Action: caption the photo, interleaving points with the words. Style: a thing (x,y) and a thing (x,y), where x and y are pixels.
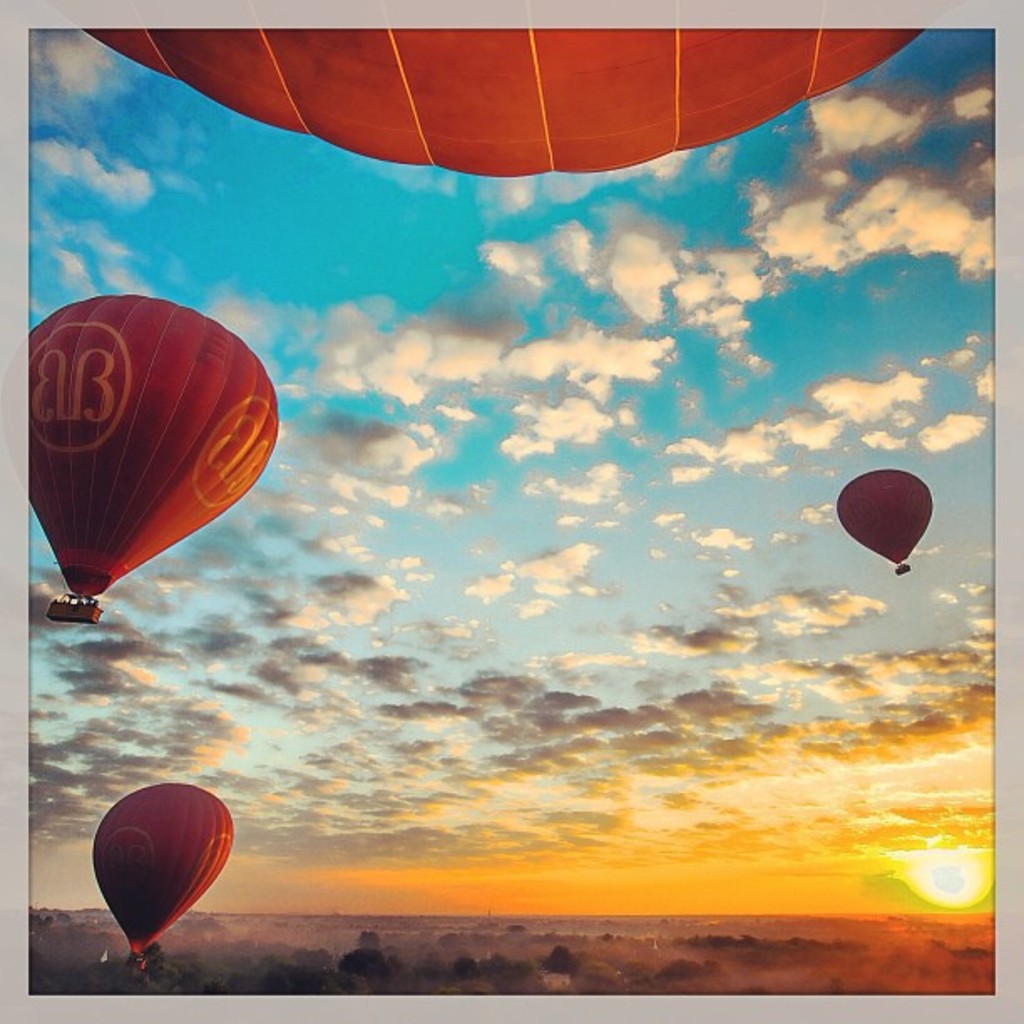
In this picture we can see there are hot air balloons (119,899) in the air (619,575) and under the hot air balloons (85,438) there are trees (325,964) and behind the hot air balloons (379,128) there is a cloudy sky (460,465).
